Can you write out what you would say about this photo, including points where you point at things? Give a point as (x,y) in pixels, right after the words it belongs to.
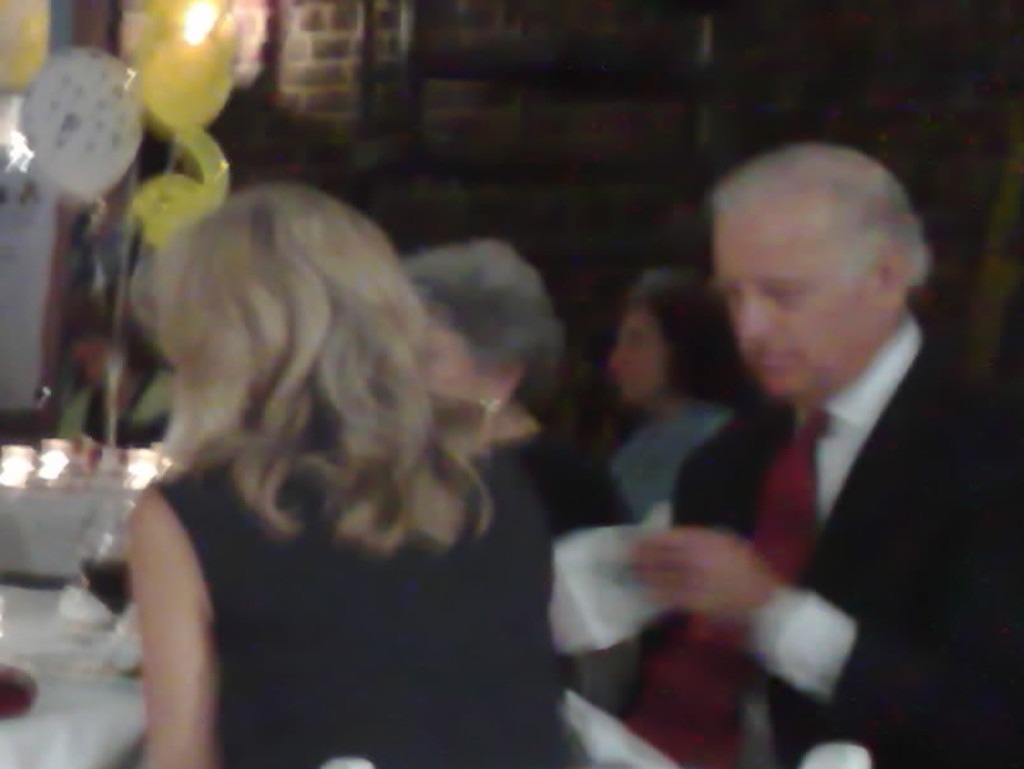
In this picture there are group of people (625,442) sitting. On the left side of the image (117,583) there are objects (124,649) on the table (112,694) and there is a balloon (67,194) and there is a light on the wall (509,57). On the right side of the image (711,756) there is a man (915,702) sitting and holding the paper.
